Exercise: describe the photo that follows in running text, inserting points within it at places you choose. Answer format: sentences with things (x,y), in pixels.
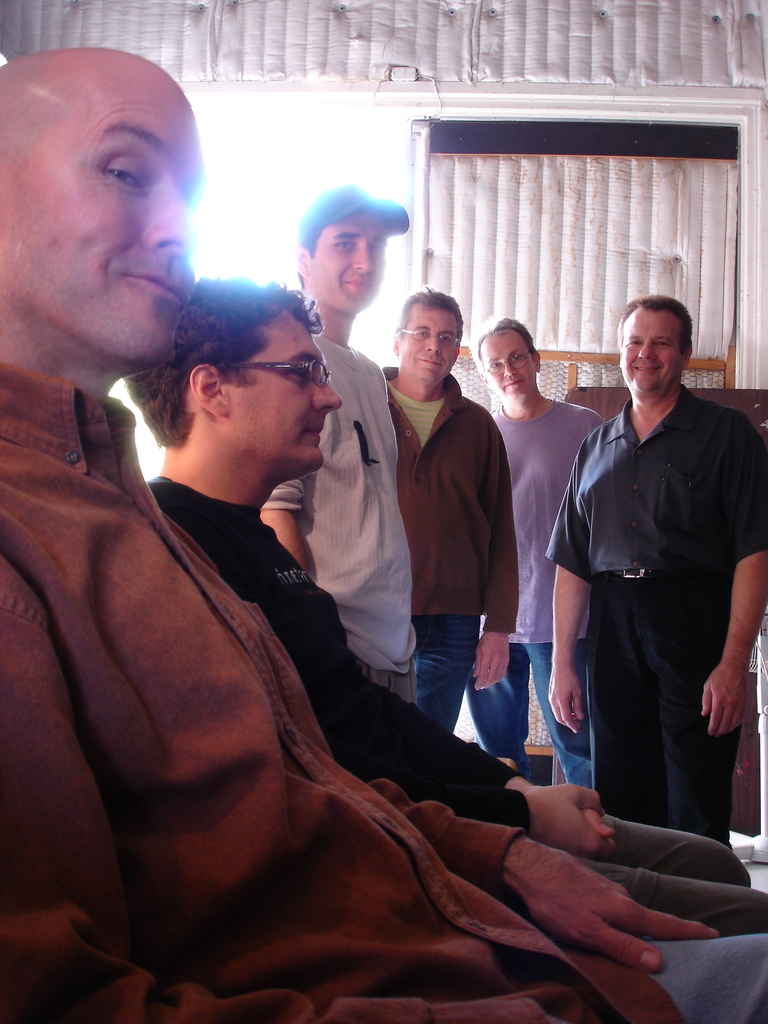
In this image we can see a group of people (447,507) standing. One person (399,506) wearing white t shirt (366,506) and a cap (364,197). Two persons (259,447) are sitting. One person (430,759) in black t shirt (234,511) is wearing spectacles (324,371). In the background (495,184), we can see a door (482,187) and a mesh (592,375).
